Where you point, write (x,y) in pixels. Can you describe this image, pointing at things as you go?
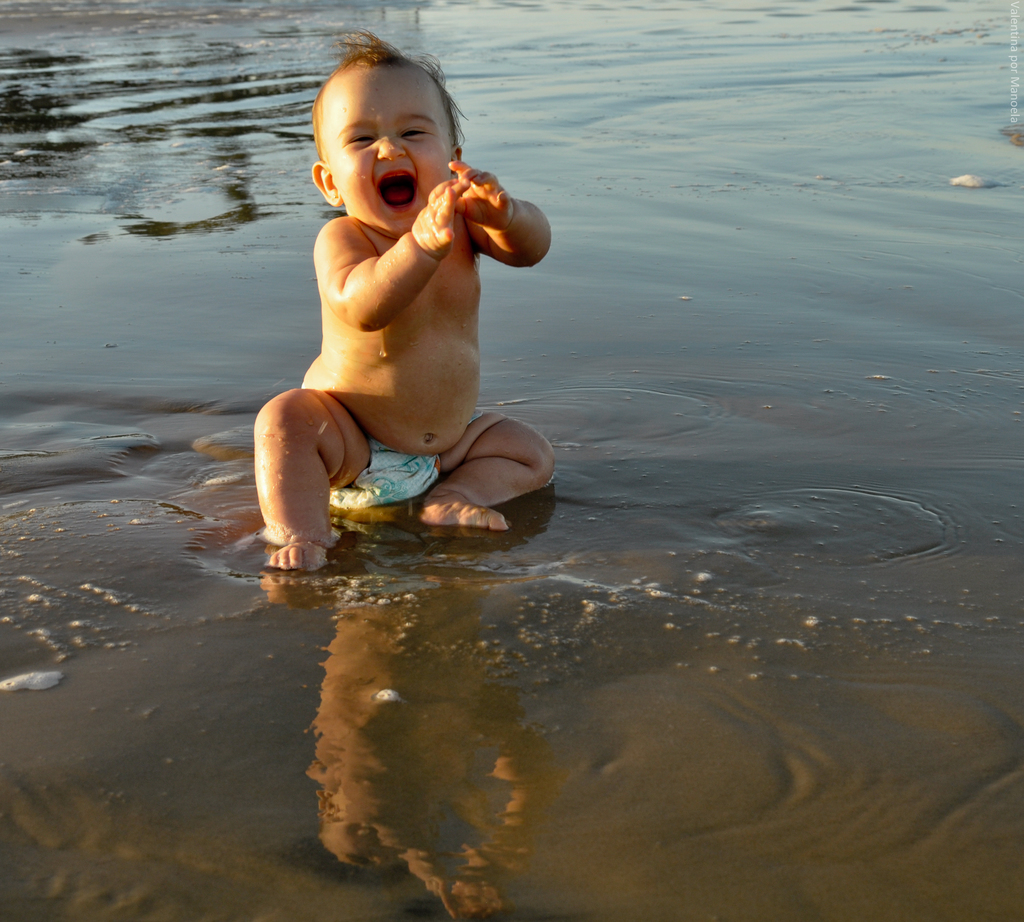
In this image I can see a kid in the water (516,567). This image is taken may be near the lake (510,569) during a day.
